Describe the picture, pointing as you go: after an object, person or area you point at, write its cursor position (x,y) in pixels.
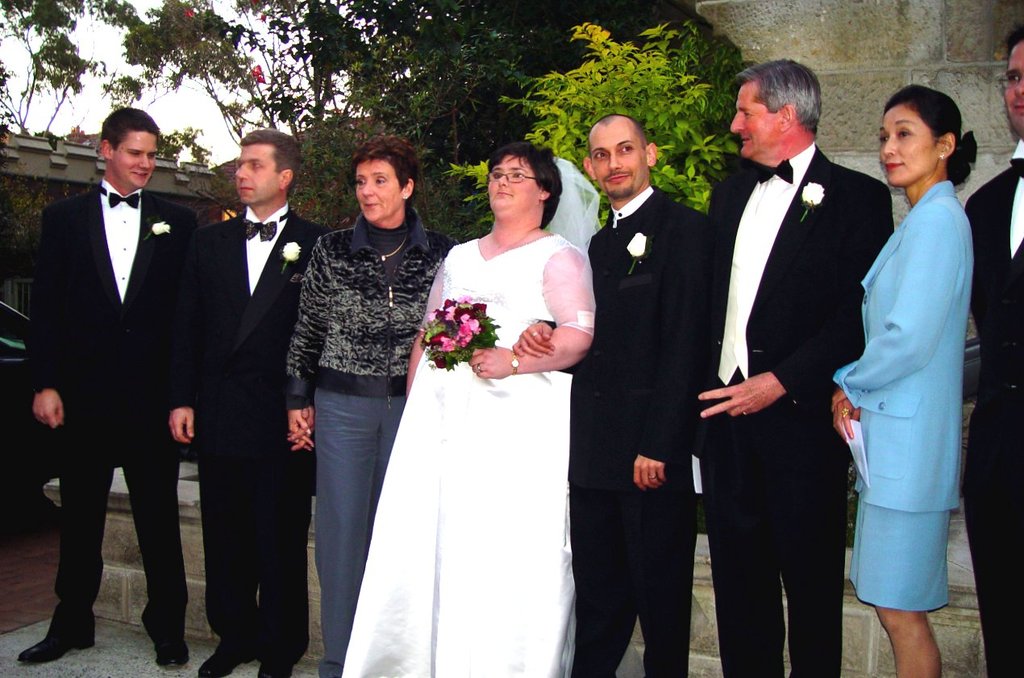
In this image we can see people (317,460) standing on the floor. In the background (437,136) we can see buildings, trees (427,103), vehicle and sky (97,55).
